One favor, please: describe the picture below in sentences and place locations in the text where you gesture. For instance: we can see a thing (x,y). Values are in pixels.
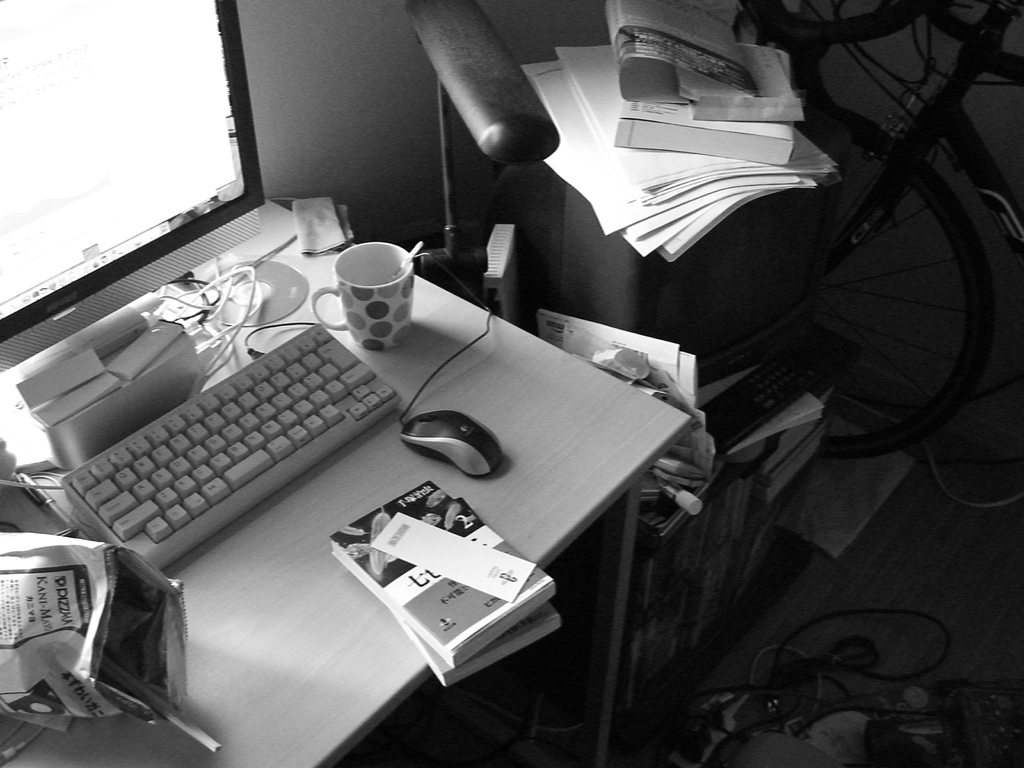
In the image there is a table (579,515). On table (599,415) we can see two books (435,644), cover (68,608), mouse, cpu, keyboard (255,420), monitor (198,235). On right side (858,142) there is a cycle (910,119), television (744,264), remote (791,362), papers (677,167), books (669,135) which are placed on table (671,582). In background (331,48) there is a wall (423,101) which is in white color.
